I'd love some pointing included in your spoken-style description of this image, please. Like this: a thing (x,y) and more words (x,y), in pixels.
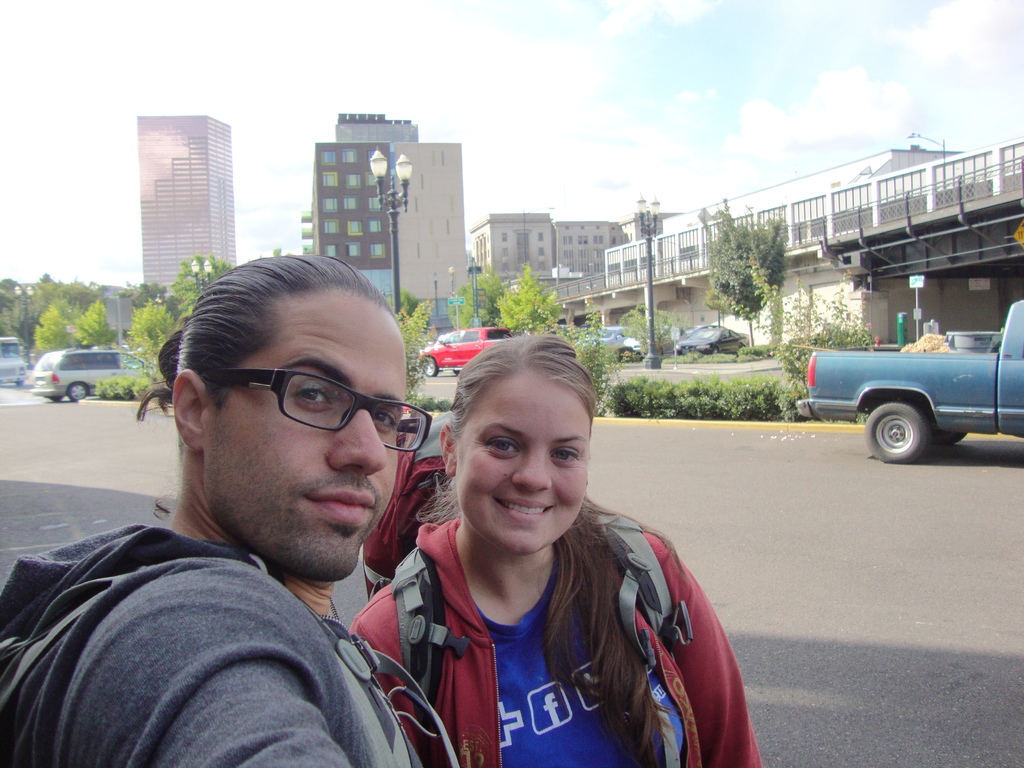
In this image we can see two people (523,632), a lady (462,556) is wearing a backpack (418,598), behind them there are some vehicles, plants (605,405), trees (223,272), light poles (392,278), there is a bridge (869,250), buildings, also we can see the sky (617,68).
